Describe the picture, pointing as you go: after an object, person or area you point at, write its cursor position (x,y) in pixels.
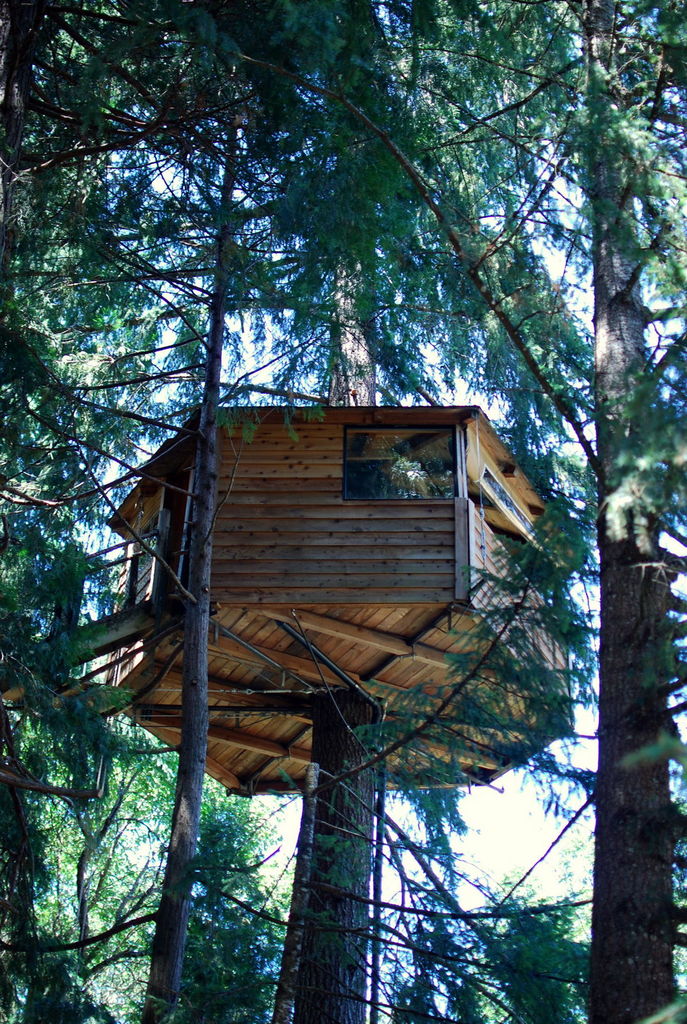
In this image we can see the wooden tree house (450,672), we can see trees (402,136) and the sky (502,807) in the background (148,98).
